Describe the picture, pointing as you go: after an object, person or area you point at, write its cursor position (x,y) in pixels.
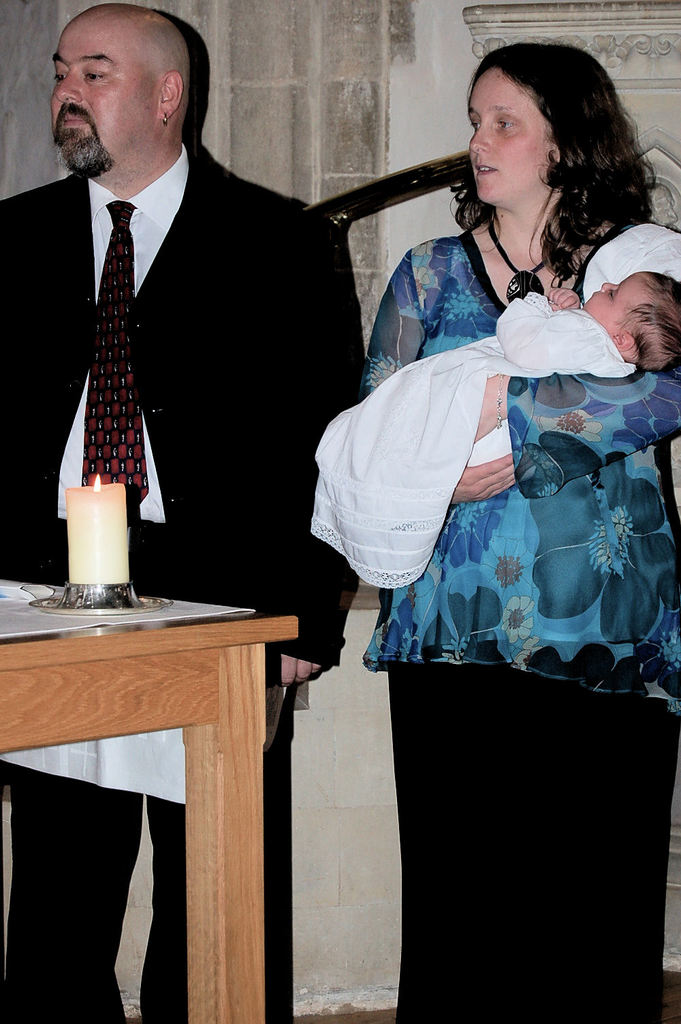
In this picture we can see man (155,256) wore blazer (3,232), tie (107,284) and beside to his woman (546,110) carrying baby (509,305) with her hand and in front of them there is table (239,662) and on table (236,642) we can see candle (94,558) and in background (311,103) we can see wall (391,38).
